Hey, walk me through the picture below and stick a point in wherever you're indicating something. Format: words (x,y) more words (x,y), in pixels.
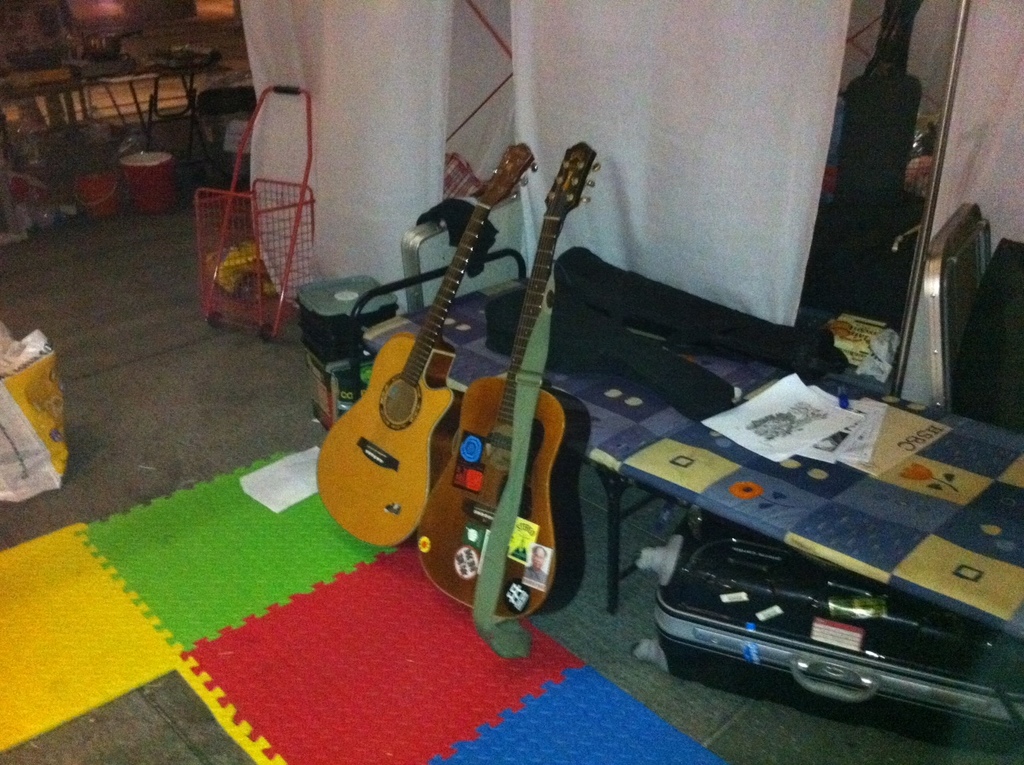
In this picture we can see guitars (513,464). This is briefcase (762,567) and there are tables (741,498). On the table (858,486) there are some papers (851,407). This is floor (182,341) and there is a bucket (157,188).
